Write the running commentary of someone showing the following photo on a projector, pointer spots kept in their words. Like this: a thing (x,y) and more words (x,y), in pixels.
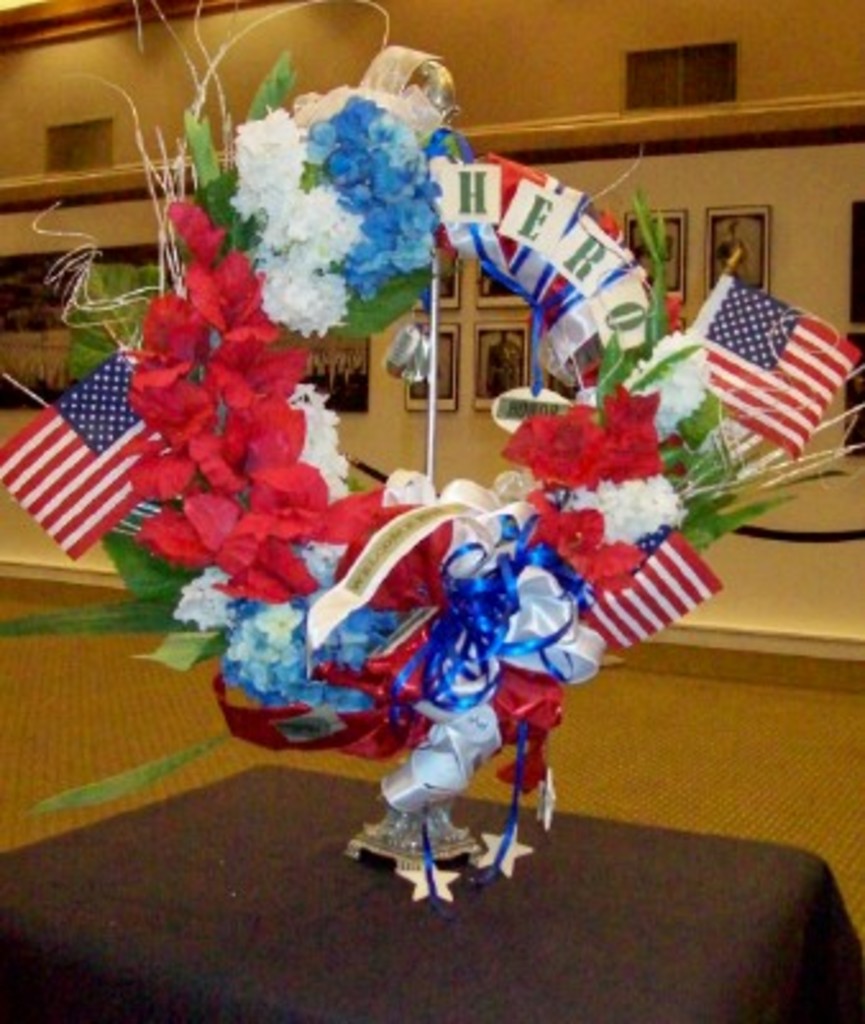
In this image I can see few colorful flowers (284,663) and ribbons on the brown color surface (375,909). I can also see three flags (691,556), they are in red, blue and white color, background (727,230) I can see few frames (740,230) attached to the wall (788,178) and the wall (743,553) is in cream color.
